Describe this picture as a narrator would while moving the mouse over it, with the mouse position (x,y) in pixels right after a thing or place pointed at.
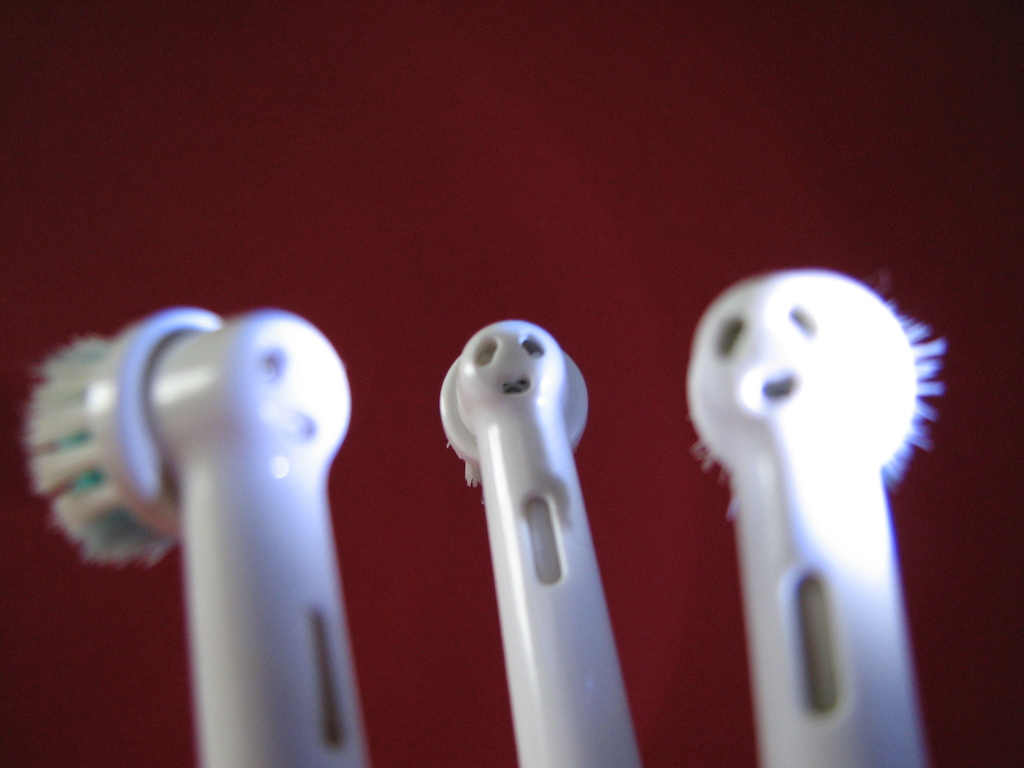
This picture contains three electric toothbrushes (527,599). These brushes (544,609) are in white color. In the background (406,259), it is in maroon color.
